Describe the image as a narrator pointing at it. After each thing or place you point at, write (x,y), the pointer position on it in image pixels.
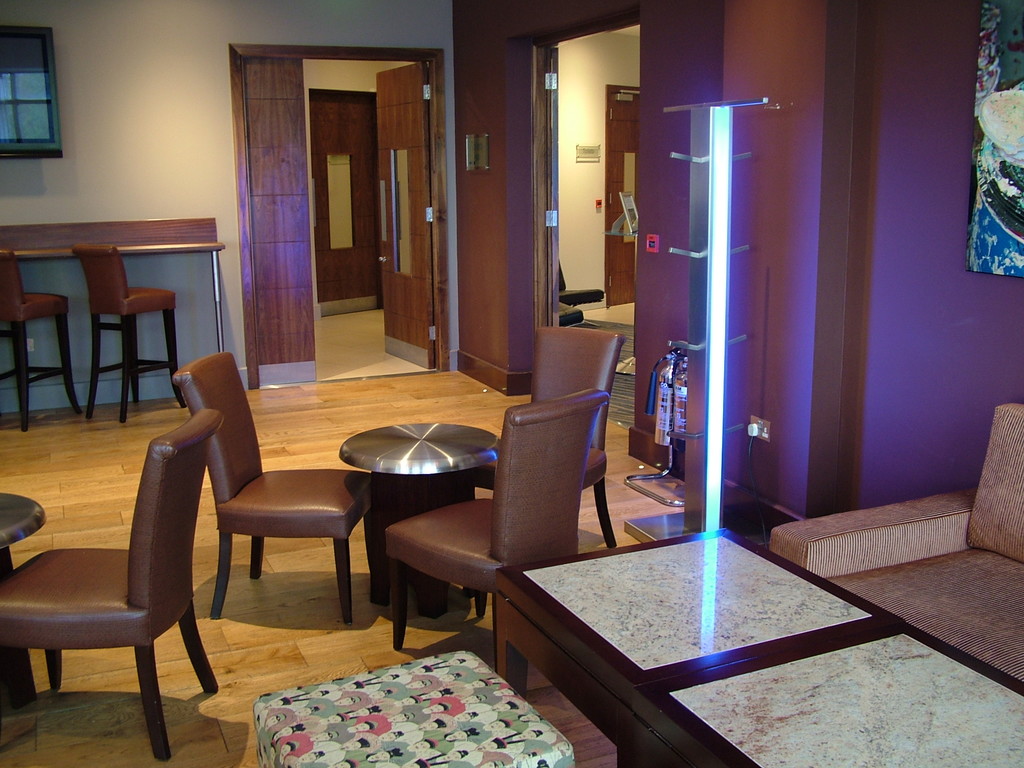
This is the picture of a room (128,459) where we have a sofa (881,563) and a table (629,576) to the right side (715,562) and some other chairs (412,534) and tables (342,454) to the left side (330,484) and there are two doors (420,121) and a light (697,234) in the room (671,232).
